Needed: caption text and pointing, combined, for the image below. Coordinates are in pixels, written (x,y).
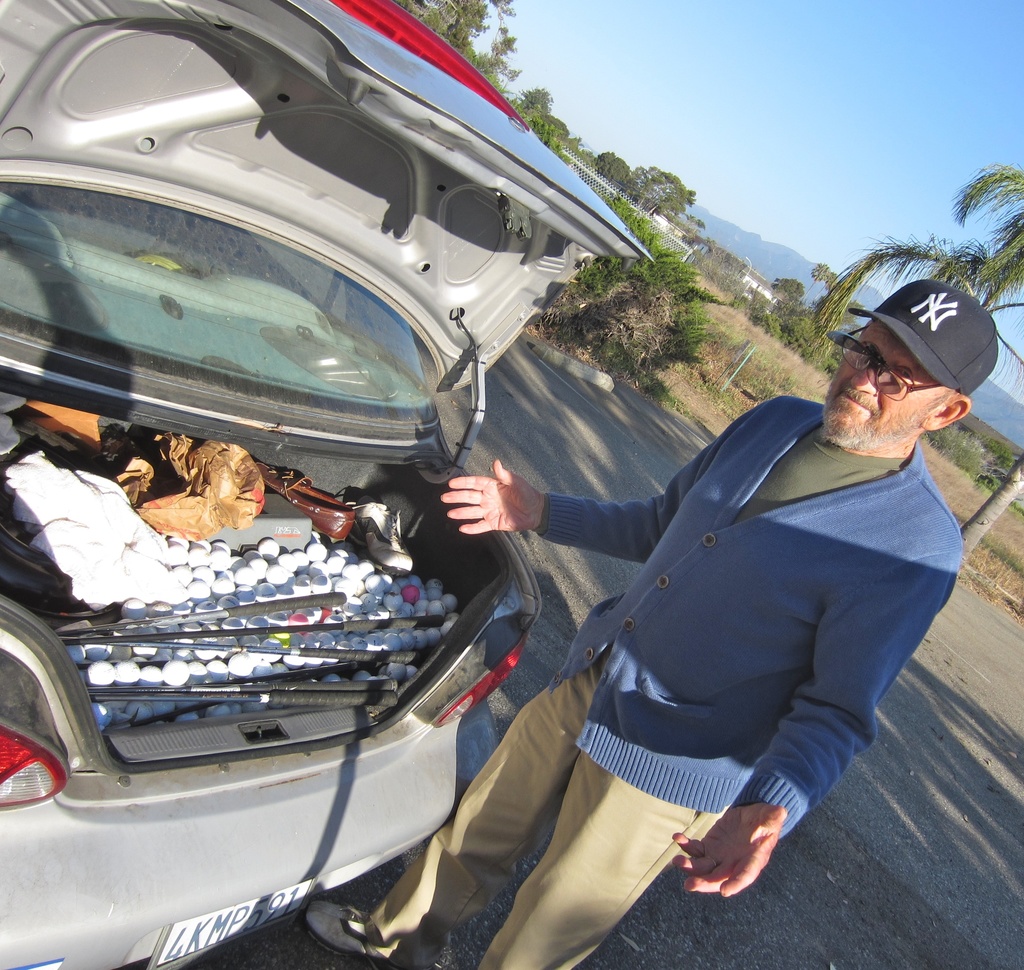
In this picture I can observe a man (721,651) standing on the road (527,849), wearing blue color sweater (779,582) and black color cap (937,343) on his head (895,371). In front of him there is a car (83,377). In the background (747,99) there are tree (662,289) and sky (741,138).
